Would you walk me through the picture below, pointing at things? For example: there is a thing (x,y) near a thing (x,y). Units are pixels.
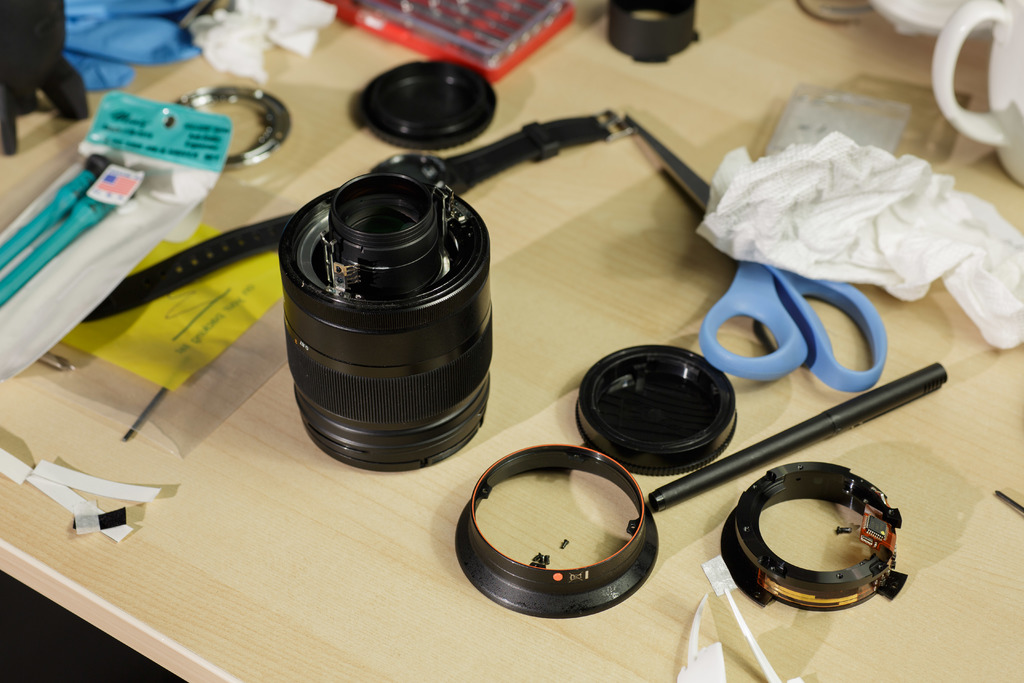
In this picture, we see a wooden table (314,506) on which lens (354,345) of the camera (355,396), pen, scissors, tissue paper (844,224), watch (462,179), plastic cover (22,299), cups (1007,68), clothes (136,44) in white and blue color and some objects (466,51) are placed.
